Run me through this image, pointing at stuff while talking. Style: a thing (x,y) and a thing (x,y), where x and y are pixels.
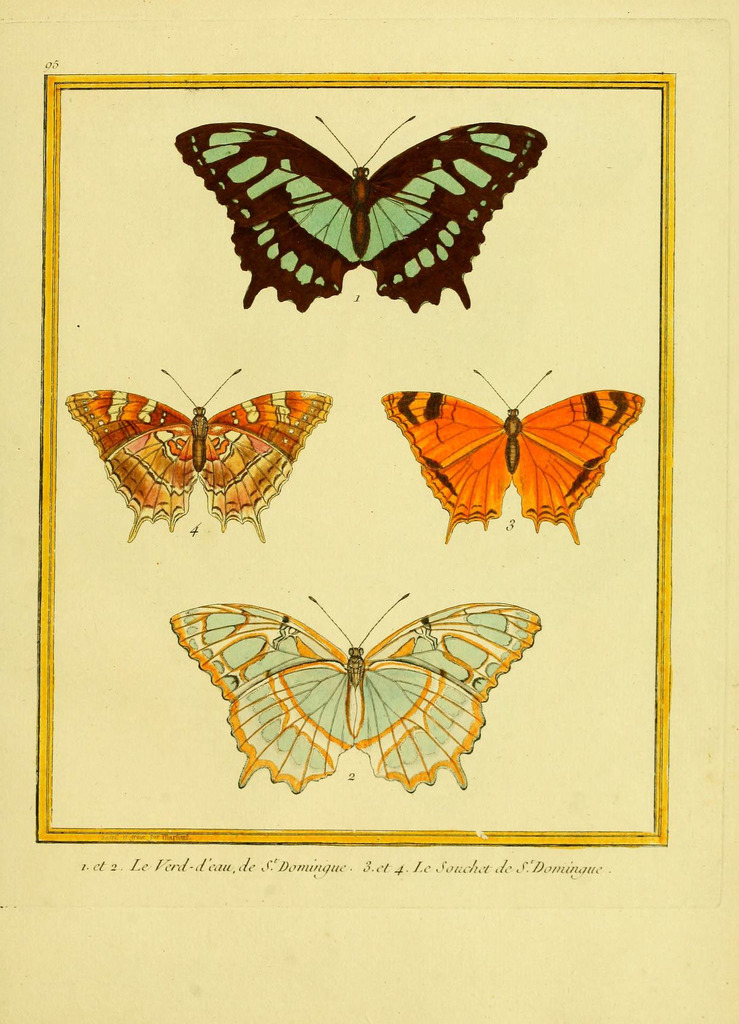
In the foreground of this poster, there are four butterflies (169,502) and some text (400,871).
